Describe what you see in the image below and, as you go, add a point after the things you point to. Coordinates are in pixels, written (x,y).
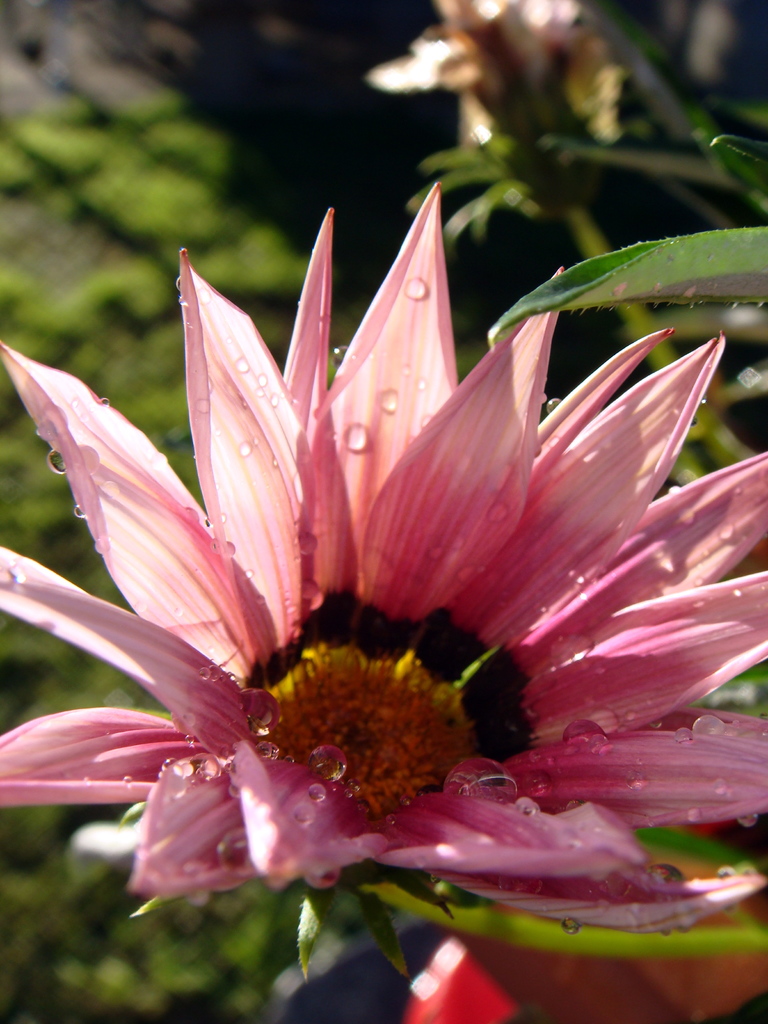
We can see pink flower (584,429) and green leaves (648,168). In the background (486,103) it is blur.
